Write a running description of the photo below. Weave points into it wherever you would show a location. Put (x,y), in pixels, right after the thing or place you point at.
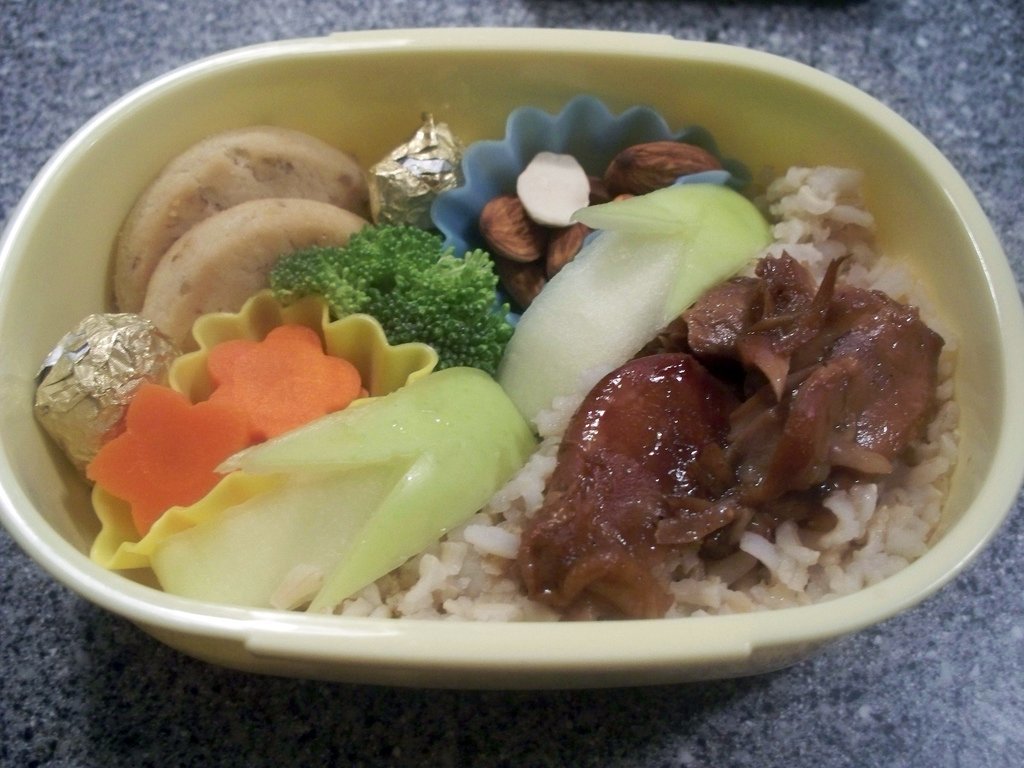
In this image in front (795,299) there are food items (495,344) in a bowl (660,659) which was placed on the counter (818,678).
